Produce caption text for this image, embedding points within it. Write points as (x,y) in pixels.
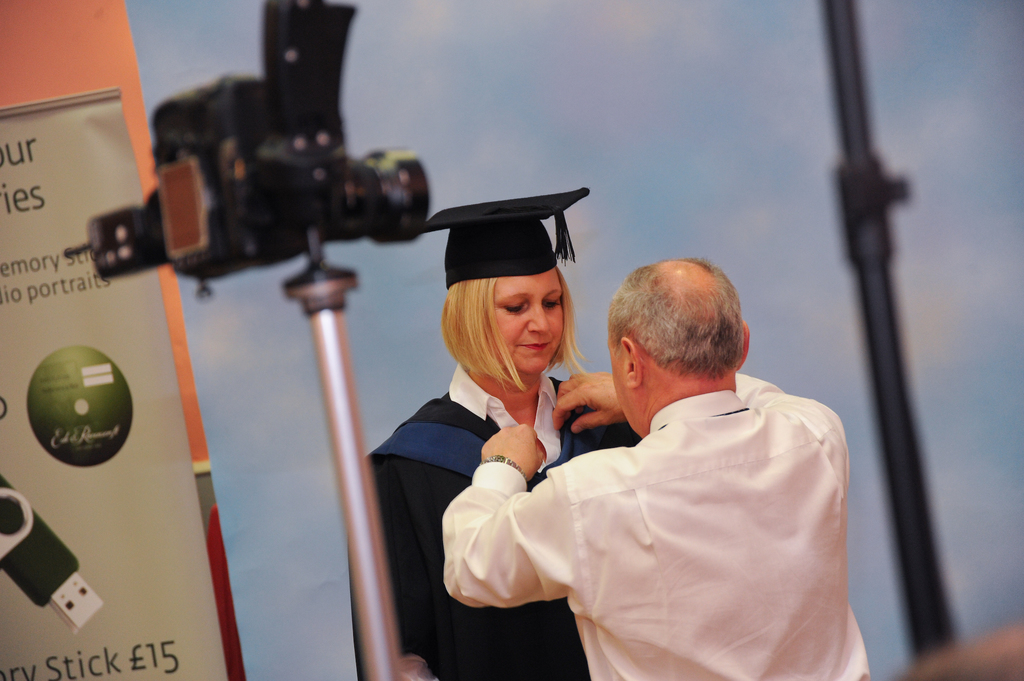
In this picture we can see a rod (889,328) and a camera (311,211) on a stand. There is some text (52,666), numbers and a few figures (4,502) on a poster (167,587). We can see a woman (495,325) wearing a hat (484,271) and a person (528,465) standing. We can see a few objects (135,134) in the background (215,503).
